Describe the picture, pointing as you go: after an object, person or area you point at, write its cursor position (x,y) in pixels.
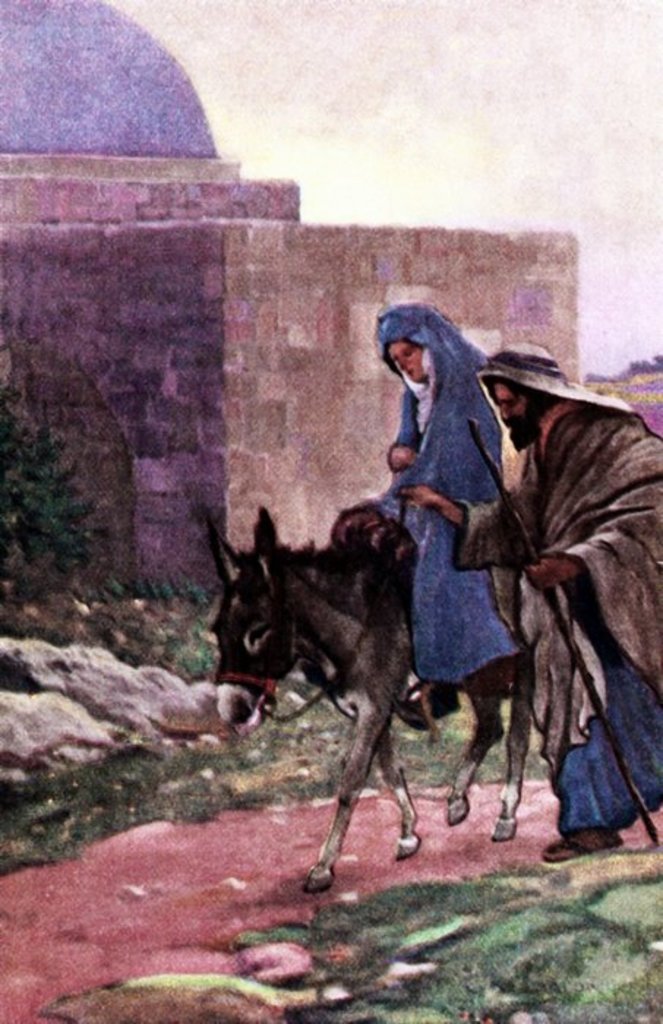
In the image we can see a drawing (215,603) of a man (557,538) and a woman (492,485) wearing clothes (568,503) and the man (616,532) is holding a stick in hand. There is even a donkey (410,605) and the woman (457,468) is sitting on it. Here we can see stones (195,716), grass (414,906), plant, stone building (201,390) and the sky (348,80).
